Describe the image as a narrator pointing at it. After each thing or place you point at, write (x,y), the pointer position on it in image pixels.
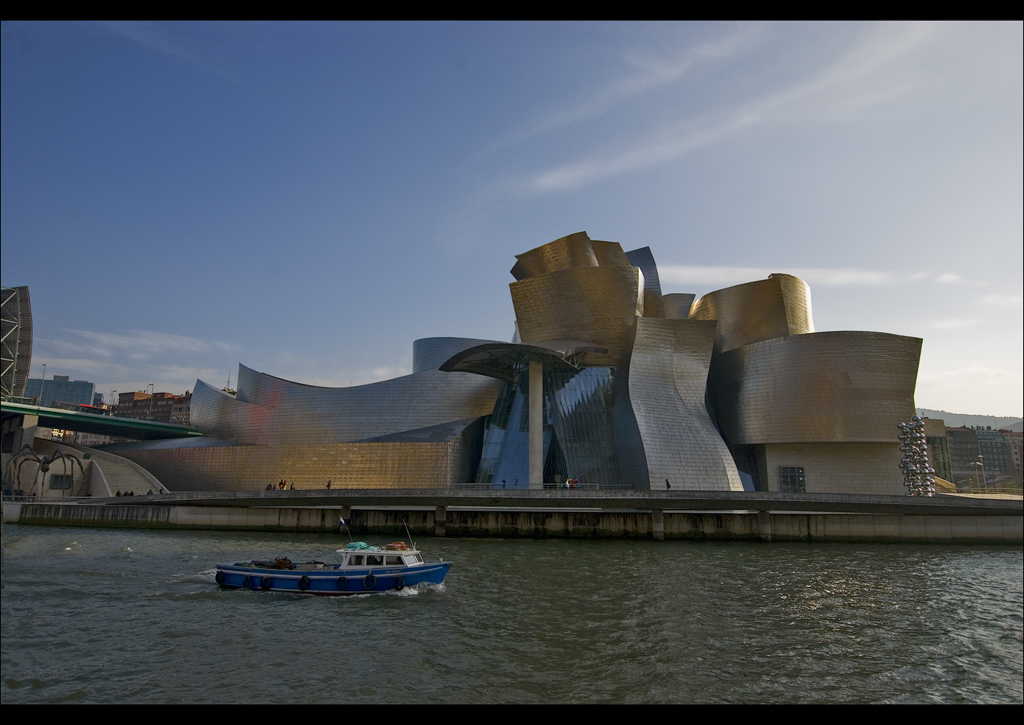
In this picture I can see a boat (379,587) on the water (481,594), there are group of people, there is an architectural building (453,391), there is a statue of a spider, there is a fly over (91,430), there are buildings (966,428), poles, lights (975,463), and in the background (881,243) there is sky (588,132).
